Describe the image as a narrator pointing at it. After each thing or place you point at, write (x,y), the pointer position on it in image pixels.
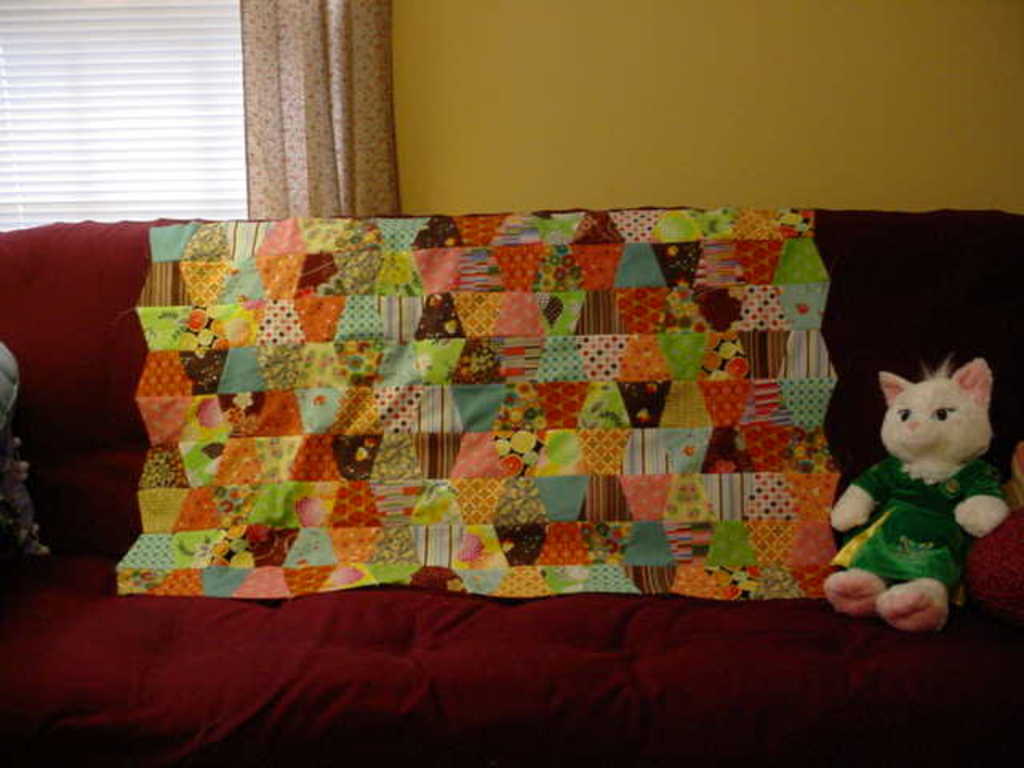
In this picture we can see doll (884,553) and objects (320,535) on sofa (485,613). In the background of the image (380,114) we can see wall (460,109), curtain (327,138) and window blind (187,153).
